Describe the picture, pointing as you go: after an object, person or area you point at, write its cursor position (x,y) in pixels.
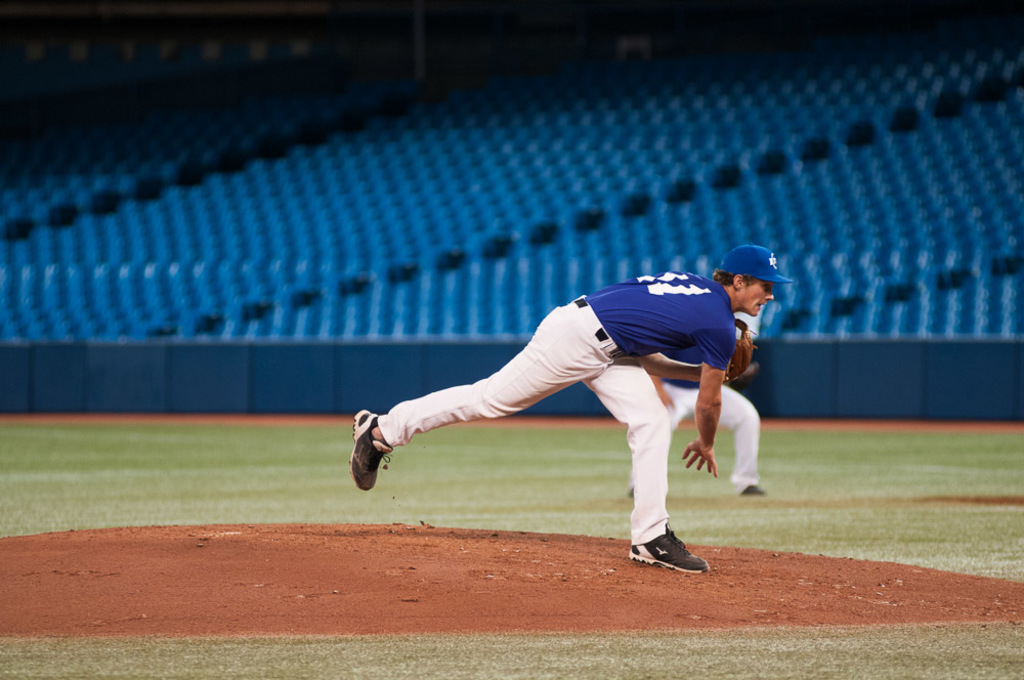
This image is taken in a playground (452,497). In this image we can see two persons (673,392). In the background (436,314) we can see chairs (452,216). We can also see a blue color fence (247,375).
